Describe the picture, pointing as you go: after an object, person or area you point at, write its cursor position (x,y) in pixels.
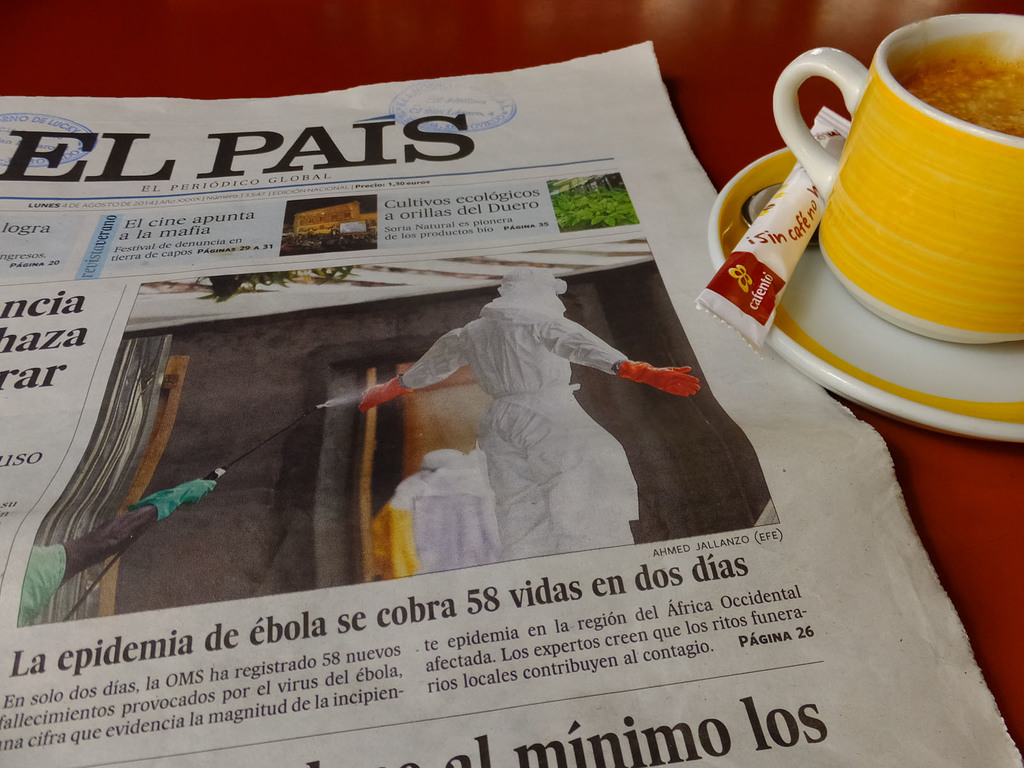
In this image we can see a newspaper (545,333), sugar sachet (750,227), spoon (752,204), saucer (895,330), cup (983,151) and liquid (984,109) on the red color surface (343,60).
